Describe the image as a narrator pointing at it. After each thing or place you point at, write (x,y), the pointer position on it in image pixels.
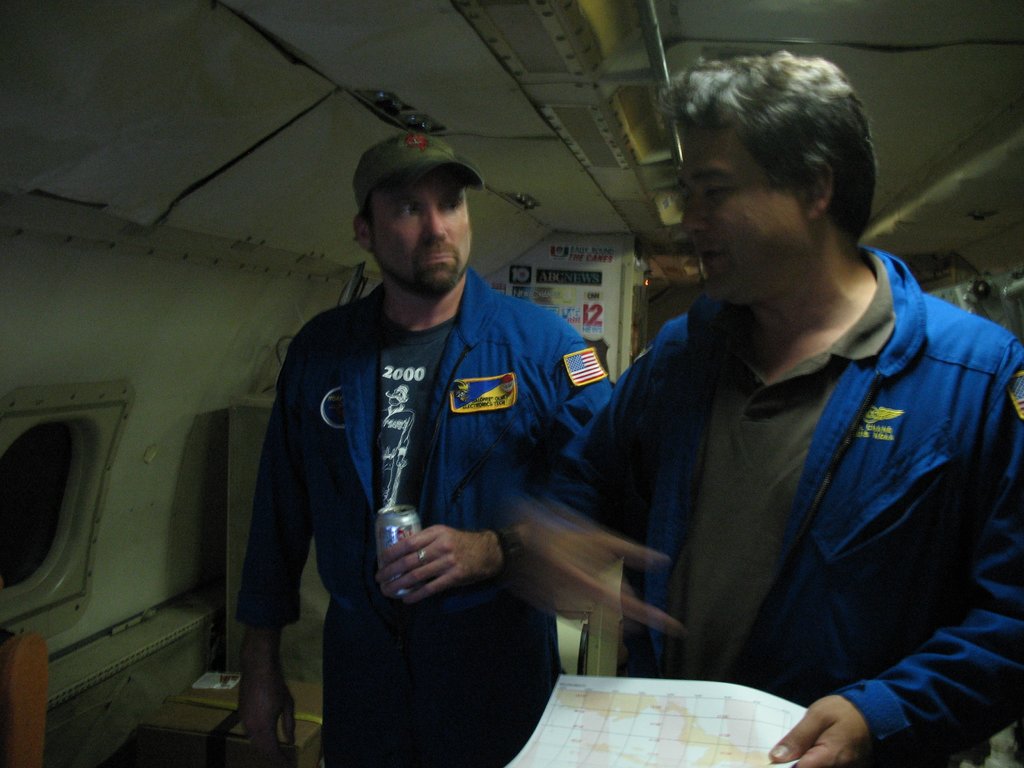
In the center of the image (646,507) we can see two persons (526,582) wearing blue color jacket (502,496). To the left side of the image (45,444) there is a window (5,489). At the top of the image (553,80) there is ceiling (705,36).
